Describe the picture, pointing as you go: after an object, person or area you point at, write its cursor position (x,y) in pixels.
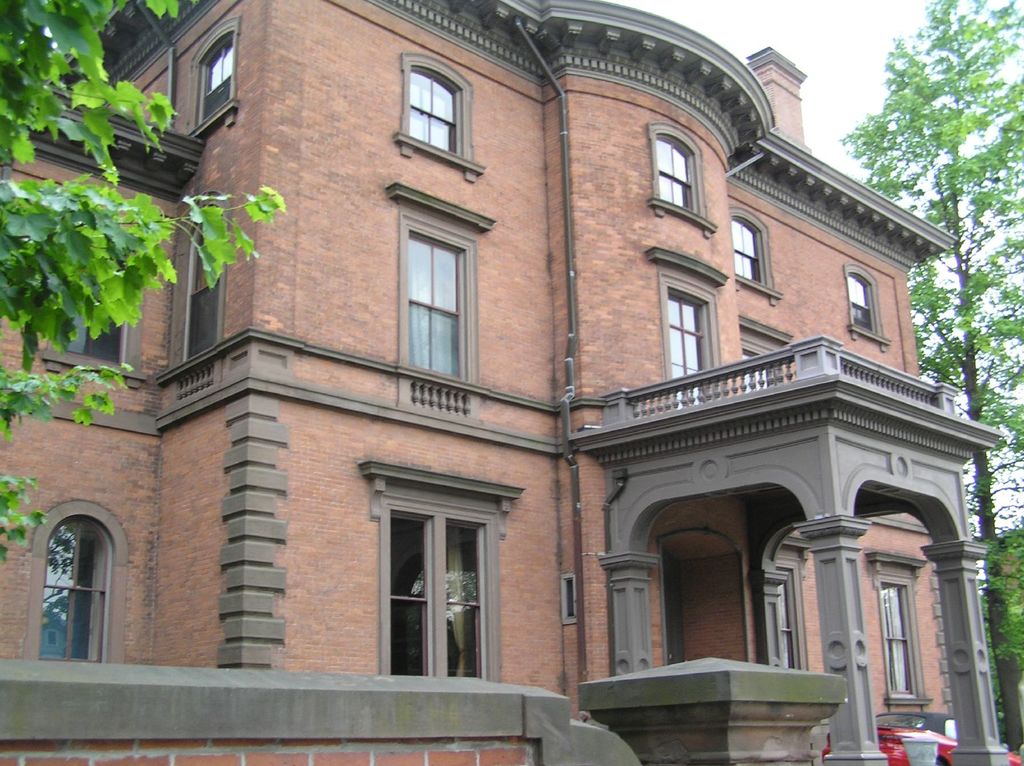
In this picture there is a brown color building (459,322) with glass window (427,249). On the front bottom side there is a red color car (897,751) parked in the portico (971,760). On the left side (133,238) there is a tree leaves (129,256).
